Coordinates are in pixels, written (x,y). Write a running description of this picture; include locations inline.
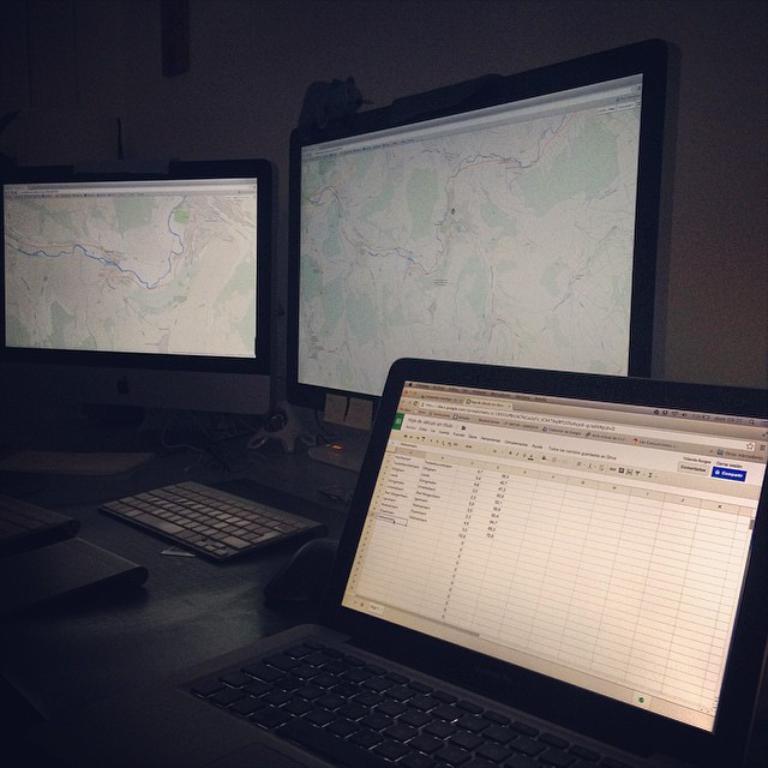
In this image I can see a laptop (468,612) and on its screen (534,575) I can see something is written. In the background (196,541) I can see a keyboard (226,495), two monitors (230,271) and I can see this image is little bit in dark from background (216,112).
